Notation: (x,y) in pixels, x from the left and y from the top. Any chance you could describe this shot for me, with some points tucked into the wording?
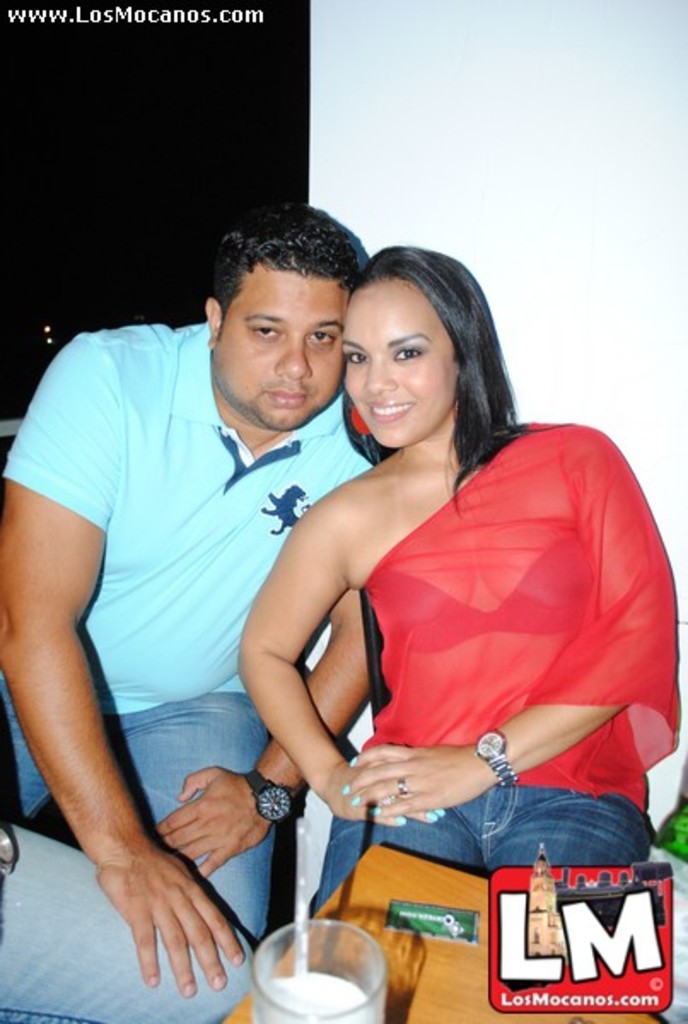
In this image we can see two persons (255,428). Here we can see a table (448,1007), glass (354,972) with liquid (358,1021), and an object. In the background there is a wall (576,256). At the bottom of the image (538,931) there is a logo (591,907). At the top of the image (92,22) we can see something is written on it.
